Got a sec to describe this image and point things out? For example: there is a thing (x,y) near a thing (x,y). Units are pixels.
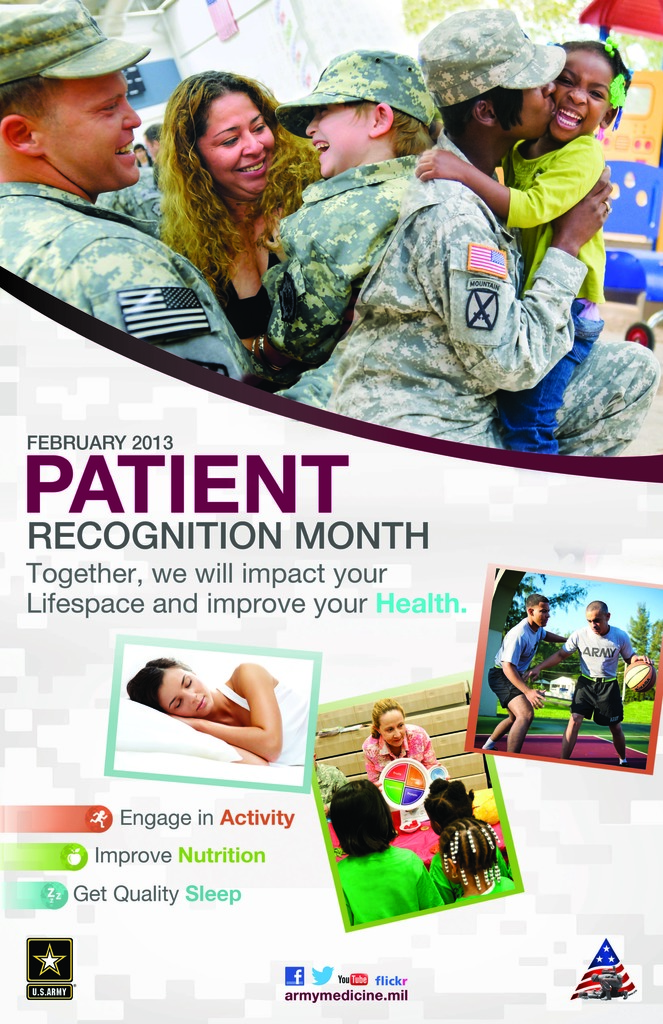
This is a poster. In this image there is a picture of a group of people (336,140) smiling and there is text (429,610). There is a person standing and holding the ball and there are trees (570,598) there are group of people (427,854) sitting.
